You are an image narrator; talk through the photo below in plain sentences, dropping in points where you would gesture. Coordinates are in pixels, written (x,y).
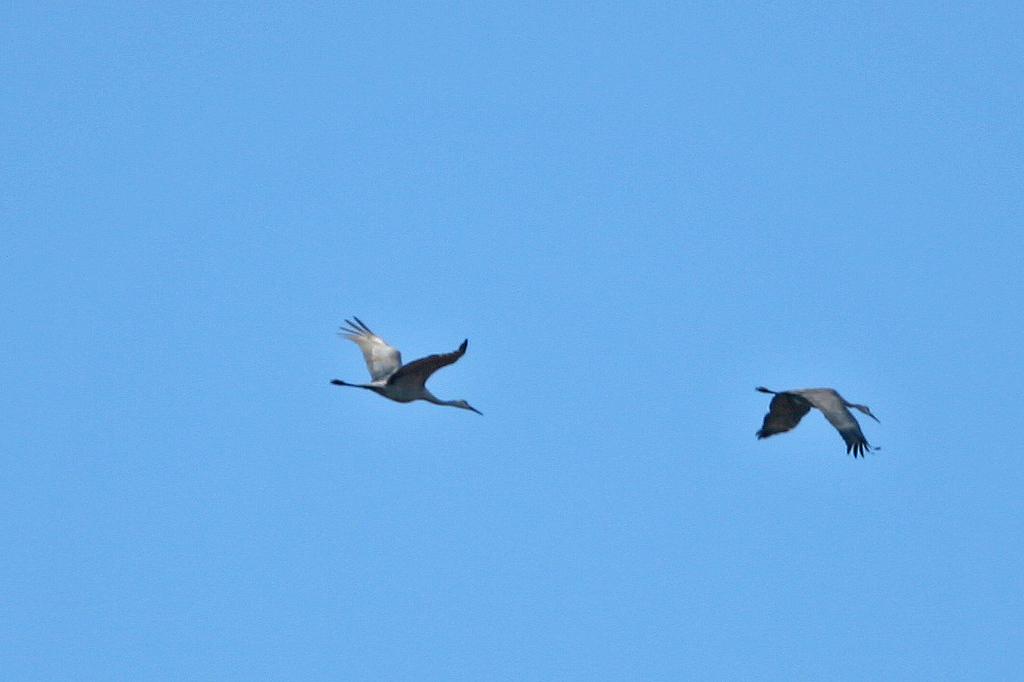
In the image there are two birds (833,409) flying in the sky (490,250).
